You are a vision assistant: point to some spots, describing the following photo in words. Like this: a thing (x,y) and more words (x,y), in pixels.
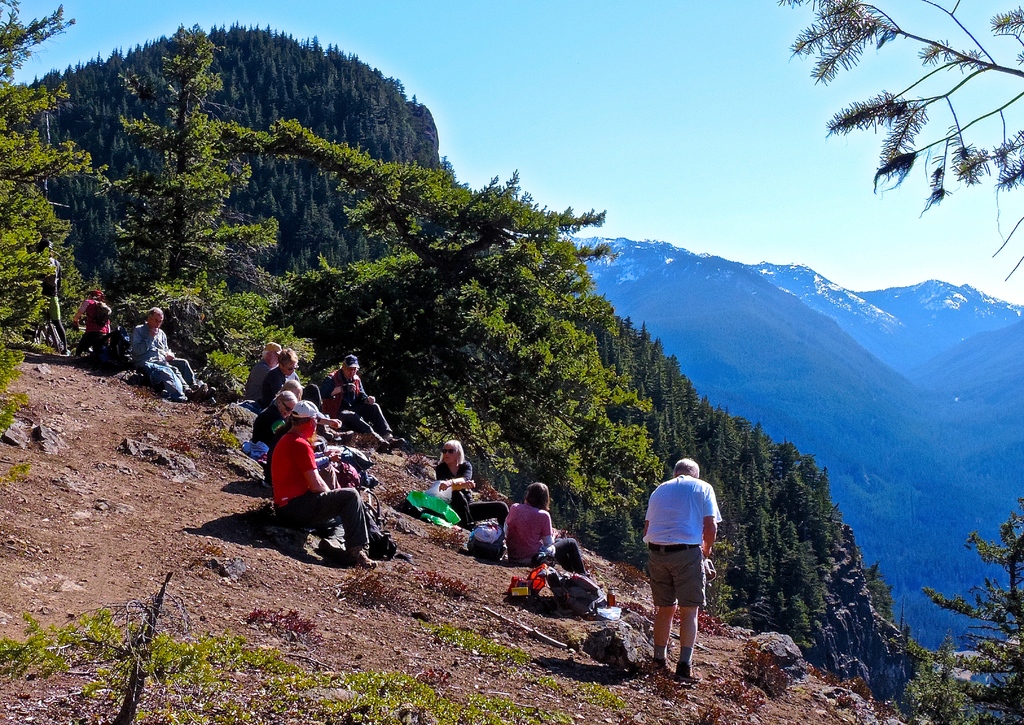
In this image there are people (458,493) sitting on rock (240,406) and one man (666,578) is standing, in the background (372,180) there are trees (611,318) and mountains (781,399).
